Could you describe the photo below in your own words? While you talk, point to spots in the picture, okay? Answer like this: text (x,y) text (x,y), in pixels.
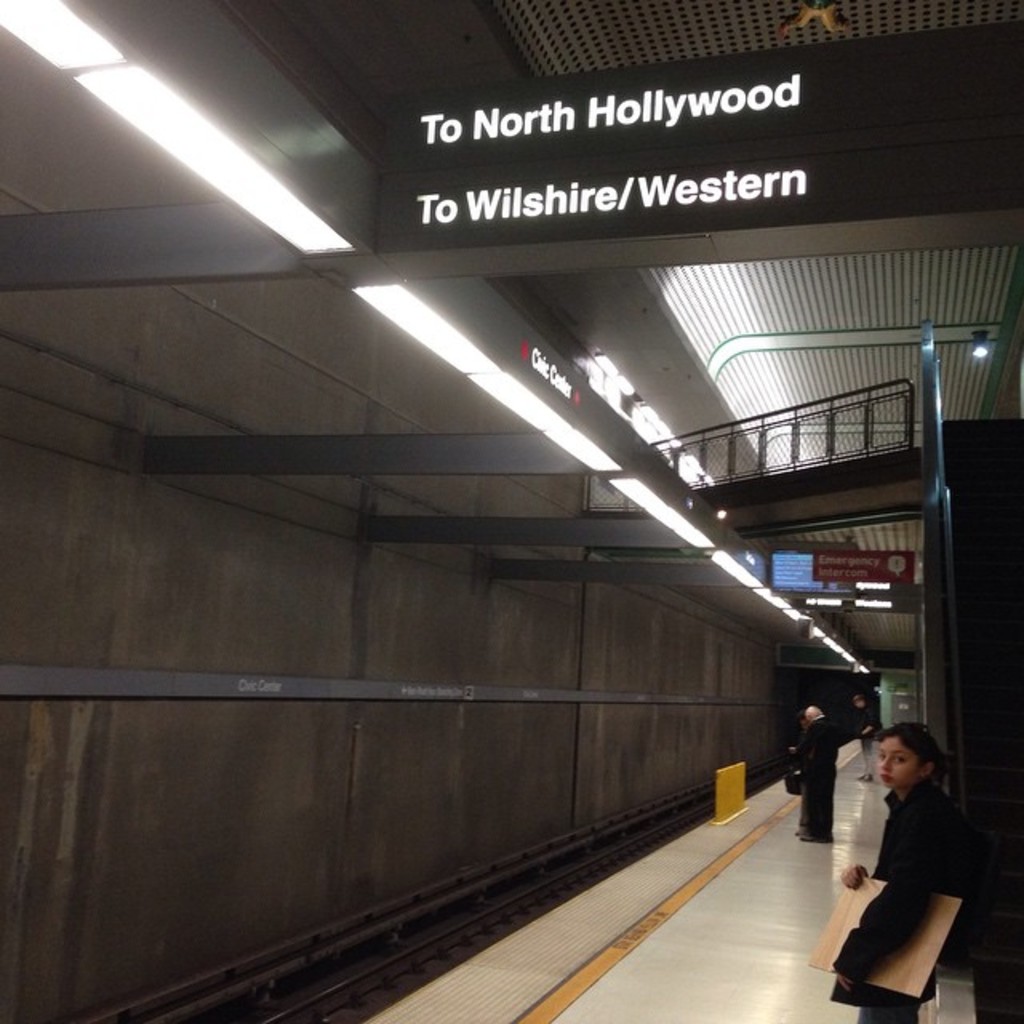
In this picture, there is a train track (475,913) towards the left (331,1020). Beside it, there is a platform (829,884). On the platform (762,941), there are people (829,809). At the bottom right (921,924), there is a woman (886,875) wearing black clothes (915,871) and holding a board (938,905). At the top right (693,97), there is a board (668,176) with some text (640,126). Beside it, there are lights (657,426). Towards the left (105,723), there is a wall (251,619).
